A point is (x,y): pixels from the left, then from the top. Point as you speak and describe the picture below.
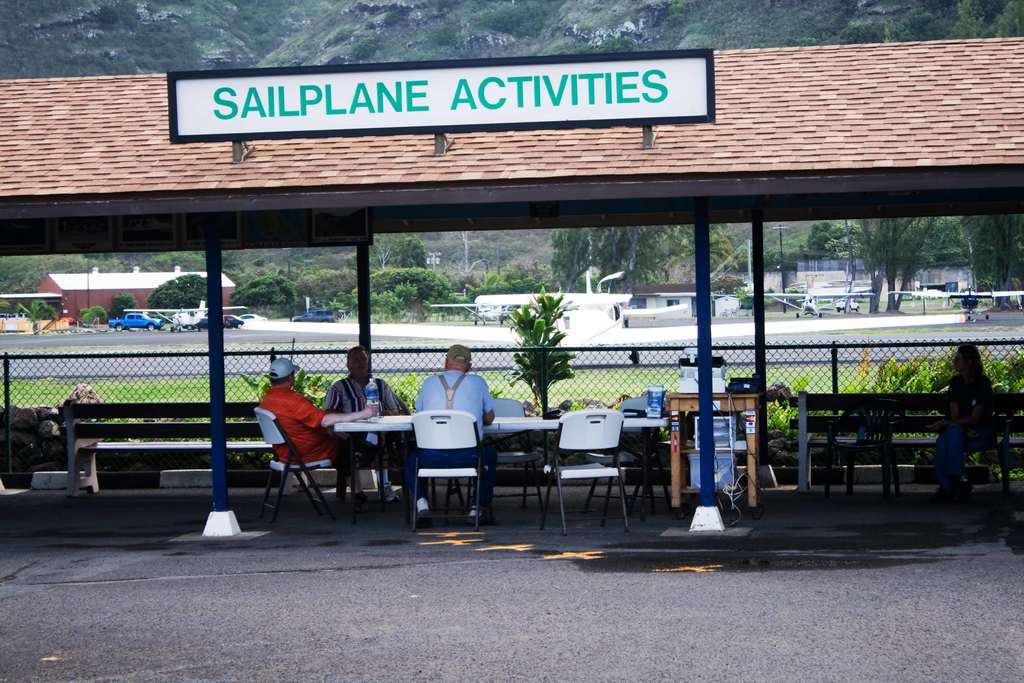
In the image there are three men (350,460) sat on chair (442,471) around the table (539,427) under shed (104,129). In the background (928,218) there are planes (611,335), cars (153,324) and trees (560,241).
